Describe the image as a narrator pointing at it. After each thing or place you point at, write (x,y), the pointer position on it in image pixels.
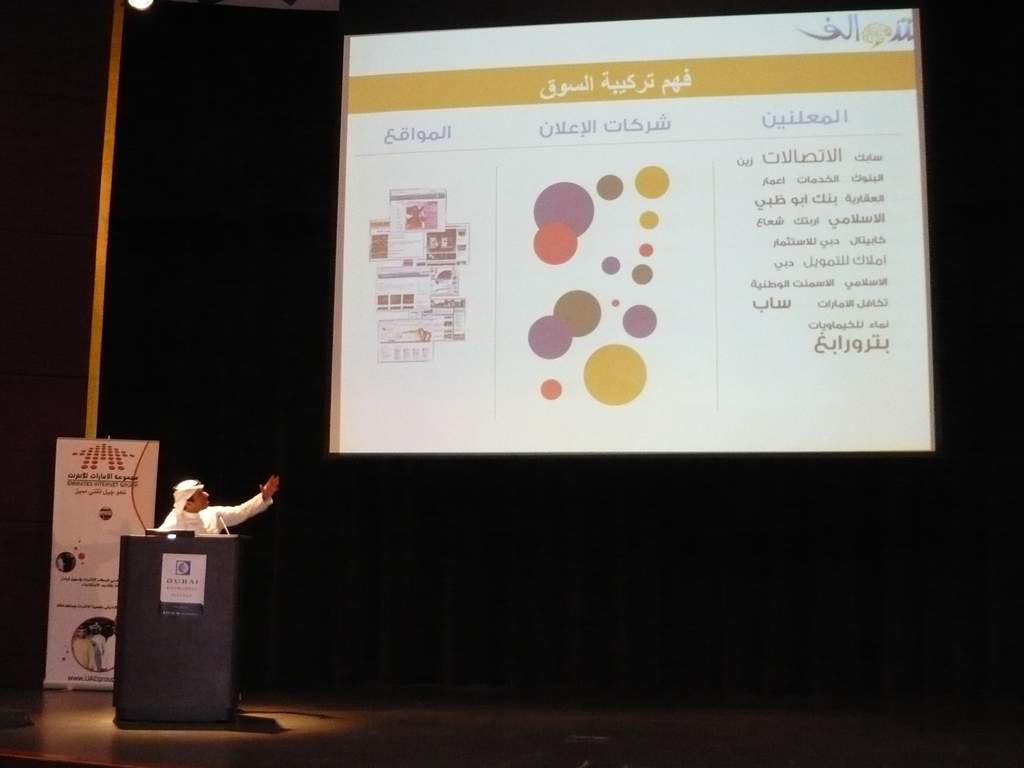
In the picture we can see a man (193,494) standing near the desk (127,547) and giving a seminar and he is wearing a white color dress (180,503) and behind him we can see a screen (678,344) with some information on it.
